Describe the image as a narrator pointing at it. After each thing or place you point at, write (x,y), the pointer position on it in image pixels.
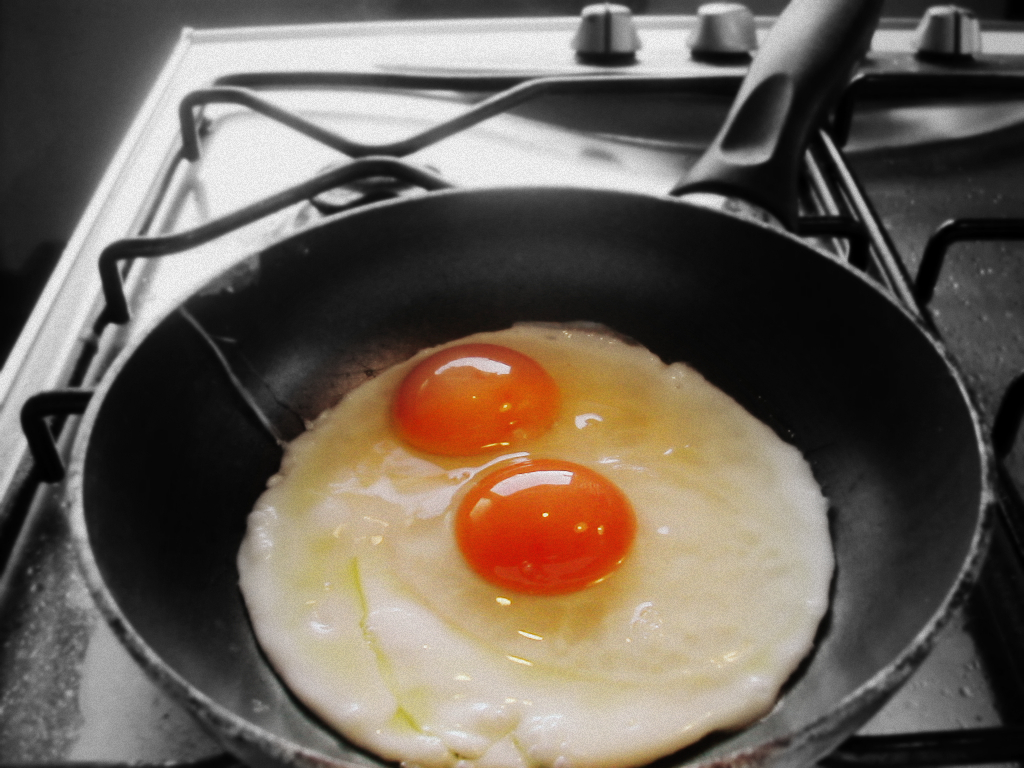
In this image I can see the pan (183,421) with food (413,556) in it. It is on the stove (328,184) and I can see the black background (39,111).
